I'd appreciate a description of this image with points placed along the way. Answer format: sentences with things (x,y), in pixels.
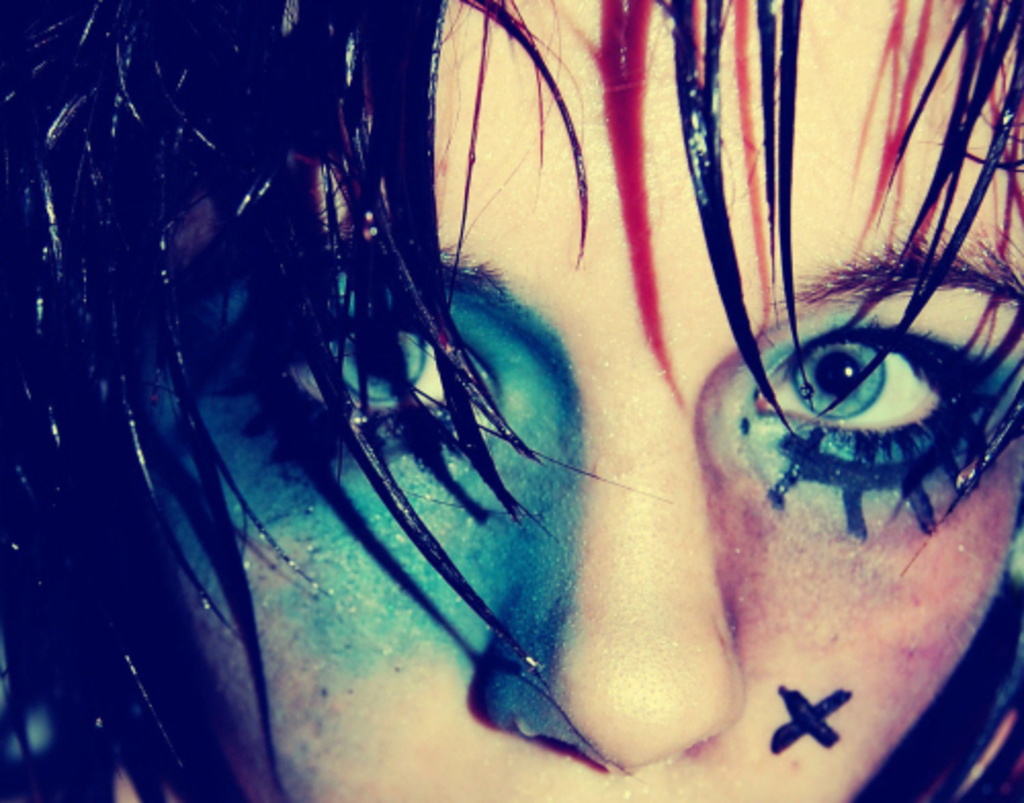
In this picture there is an image of a woman (637,564) having few color marks (864,523) on her face (719,602).
